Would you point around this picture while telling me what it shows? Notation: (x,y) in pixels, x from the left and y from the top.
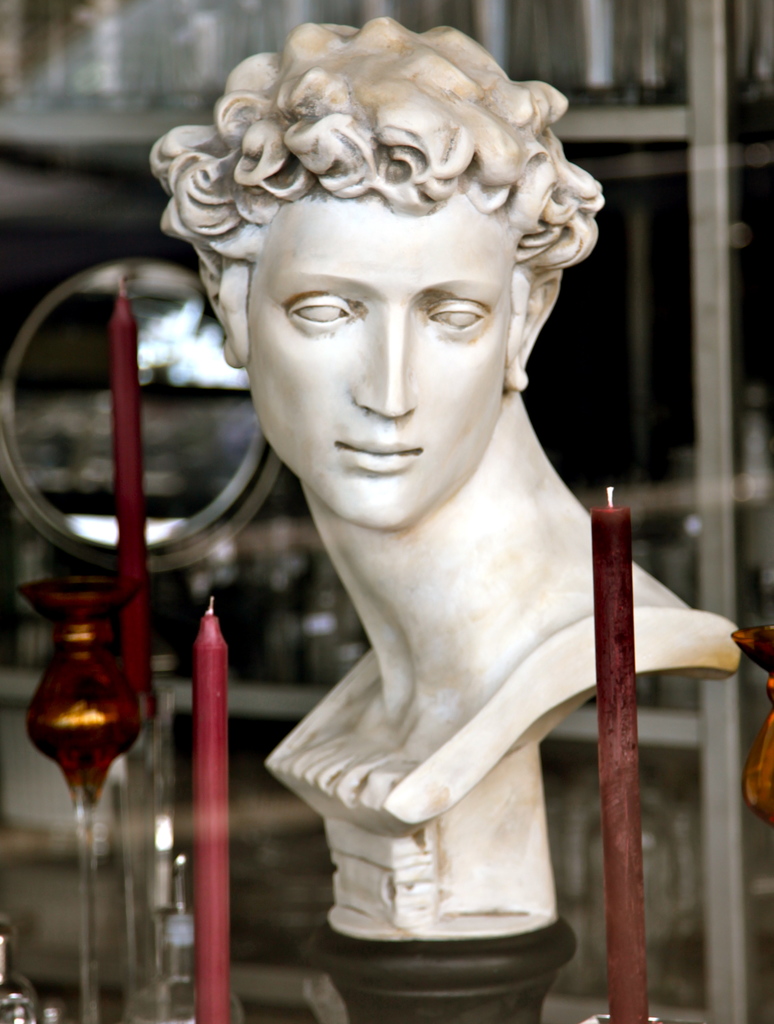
In this image we can see a statue (386,503) on the pedestal (438,985), candles (218,863) on the candle holders (152,753) and grills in the background (180,122).
